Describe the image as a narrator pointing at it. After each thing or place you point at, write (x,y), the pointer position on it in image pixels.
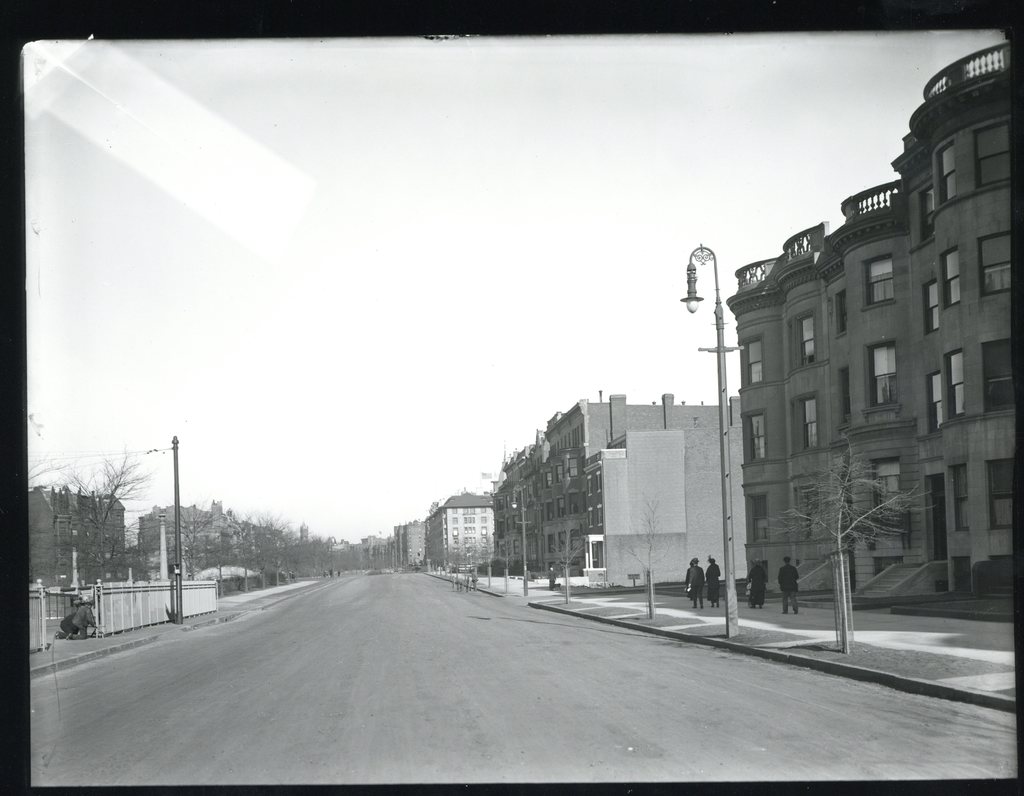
This is a black and white picture. Here, we see people (693,577) walking on the footpath (673,605). At the bottom of the picture (377,625), we see the road (354,717). On either side of the road (460,689), We see street lights (730,632) and poles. On the right side (827,510), there are buildings (593,514). On the left side (156,583), we see an iron railing (141,587) and there are many trees (258,528). At the top of the picture (423,173), we see the sky (498,299).
